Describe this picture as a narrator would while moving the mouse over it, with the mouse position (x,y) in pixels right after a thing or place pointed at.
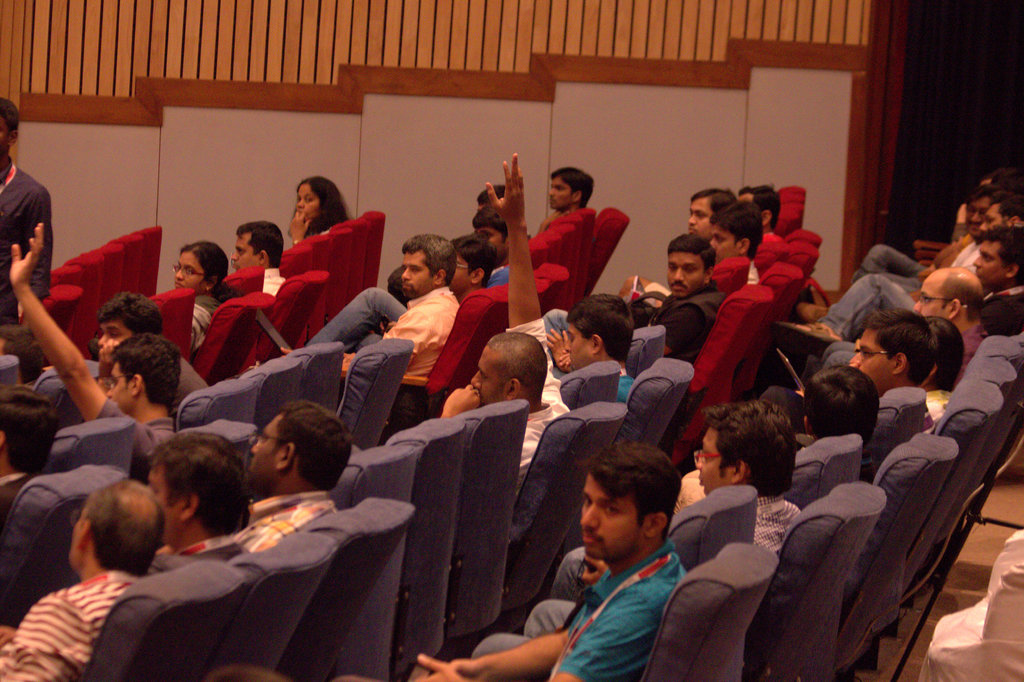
In this picture we can see a few people (1010,194) sitting on a chair (714,672). We can see a person (49,255) standing on the left side (2,227). It looks like a wall (507,78) is visible in the background (587,83).
